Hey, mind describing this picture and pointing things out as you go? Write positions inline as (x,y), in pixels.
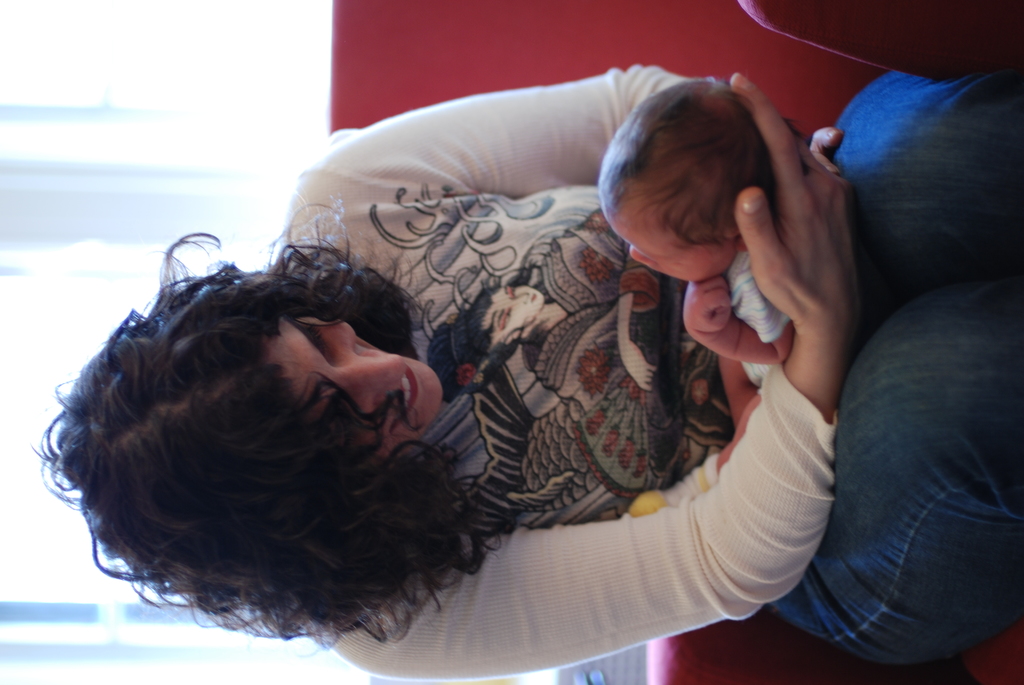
In the center of the image (623,284) there is a lady (390,320) holding a baby (765,309) in her hand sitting on a red color sofa (441,71).
